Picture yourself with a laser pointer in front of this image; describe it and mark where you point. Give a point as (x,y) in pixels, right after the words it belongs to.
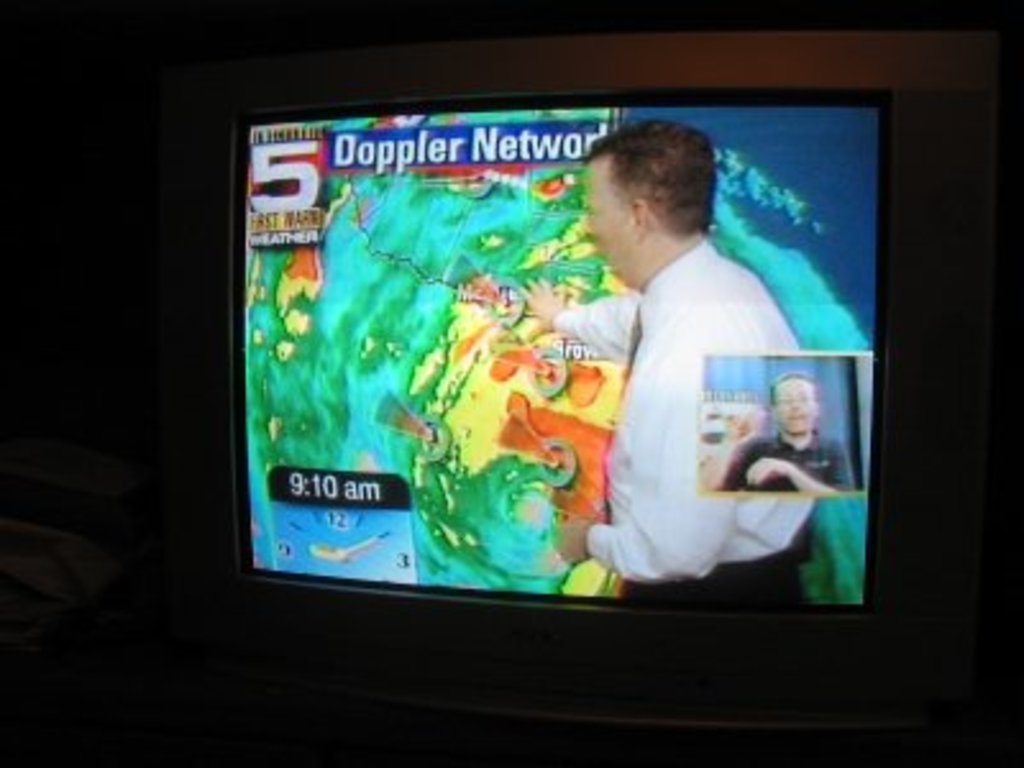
In the image we can see the television screen (505,507). In it we can see two people (689,391) wearing clothes (706,501) and there is even the text (440,152).
